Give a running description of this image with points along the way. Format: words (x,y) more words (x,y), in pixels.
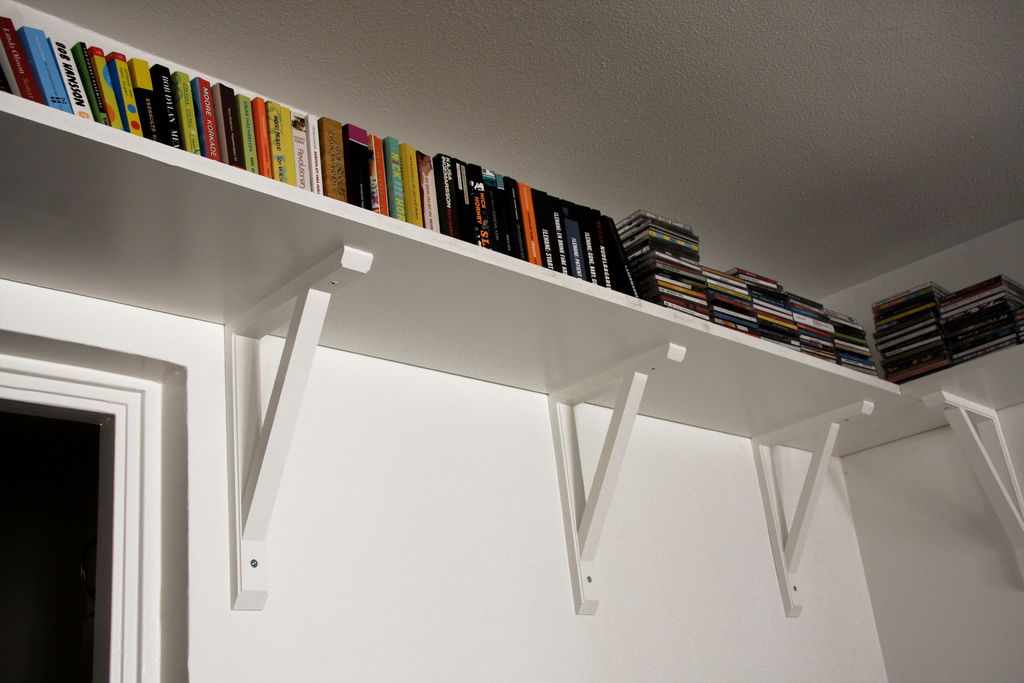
In this image I can see number of books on the racks (487,368). I can also see black color on the bottom left side (95,463).
